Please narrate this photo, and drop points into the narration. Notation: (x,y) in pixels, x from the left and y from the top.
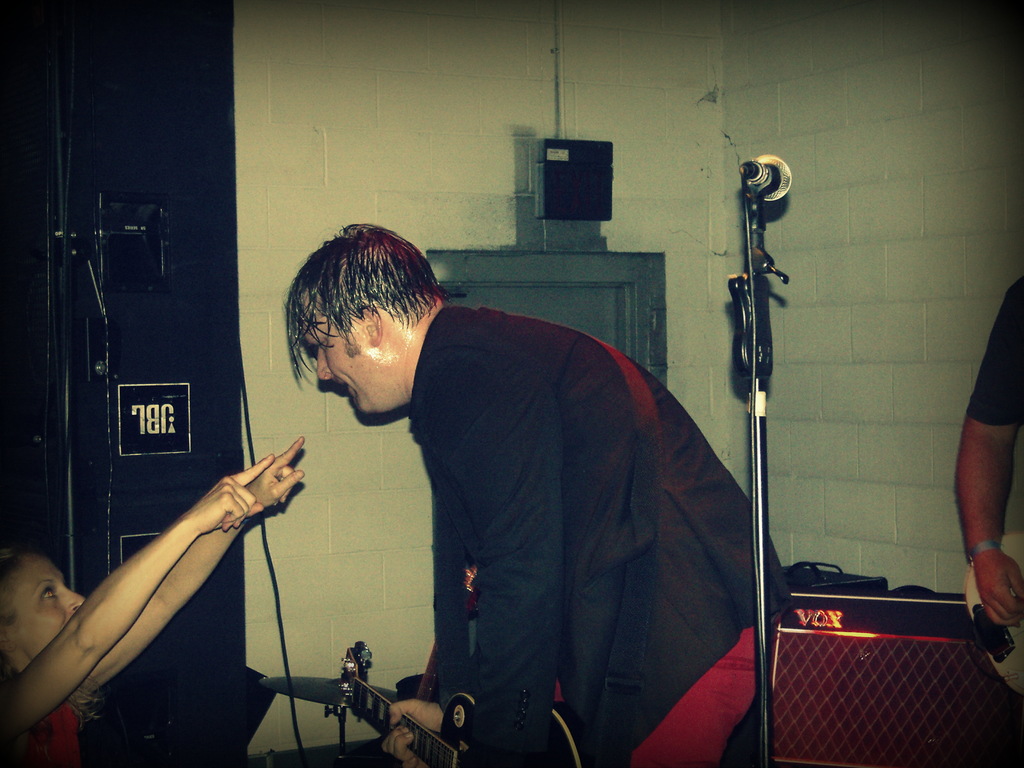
In the image there is a man (592,672) playing guitar (463,766) and beside of him there is speaker (210,428) and back side of him there is mic (752,330) and in front of him there is a woman (62,616).
